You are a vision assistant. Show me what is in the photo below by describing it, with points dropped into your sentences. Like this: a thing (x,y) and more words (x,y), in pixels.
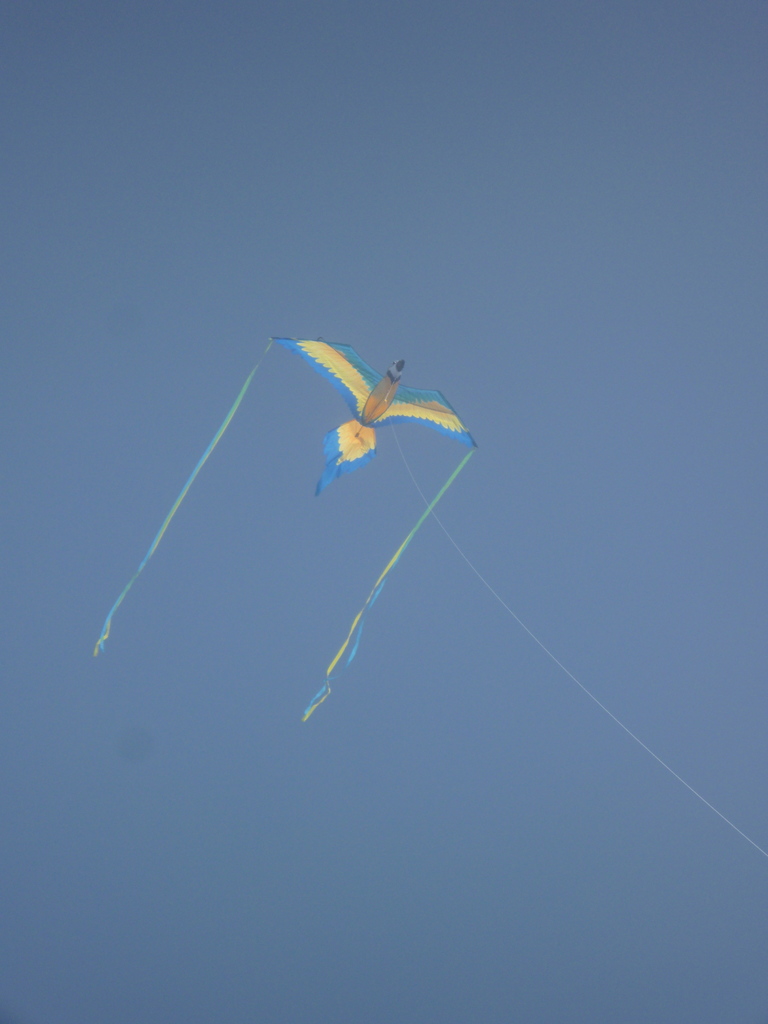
In this image we can see a kite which is in the shape of a bird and in the background (315,489), we can see the sky (447,152).
